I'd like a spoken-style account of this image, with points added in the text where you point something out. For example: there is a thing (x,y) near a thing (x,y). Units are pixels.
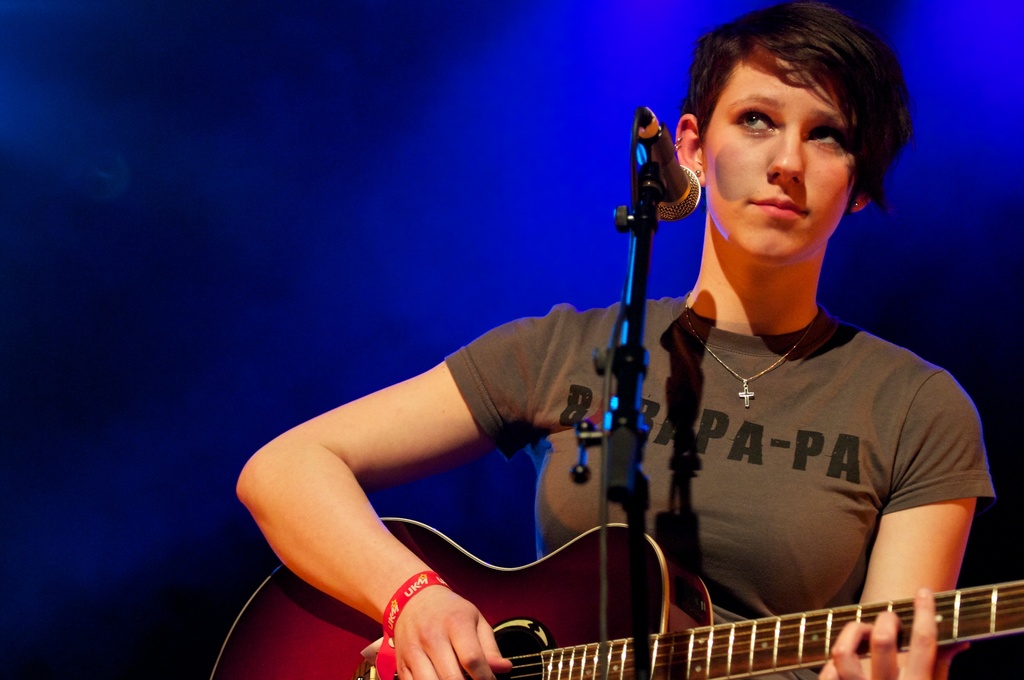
In this image I see a woman (560,539) who is in front of a mic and she is holding the guitar (581,557).
